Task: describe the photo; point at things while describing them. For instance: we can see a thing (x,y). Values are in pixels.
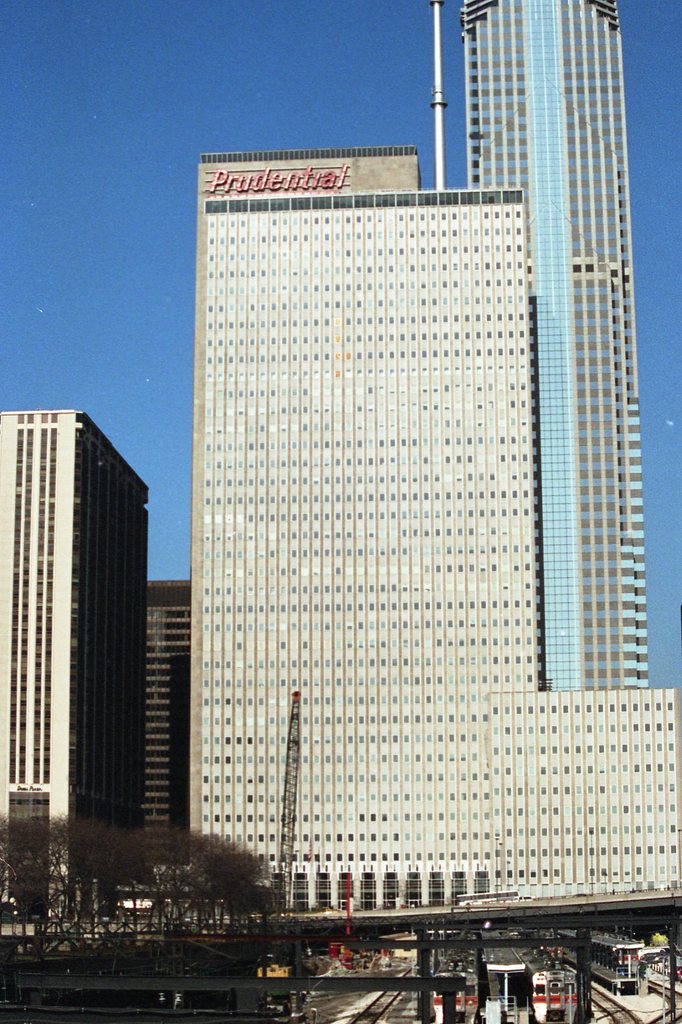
In this image, I can see the skyscraper (515,628) and the buildings (12,669). These are the trees (241,864). This looks like a tower crane (289,885). At the bottoms of the image, I think these are the trains (538,995) on the rail track (618,1017).
